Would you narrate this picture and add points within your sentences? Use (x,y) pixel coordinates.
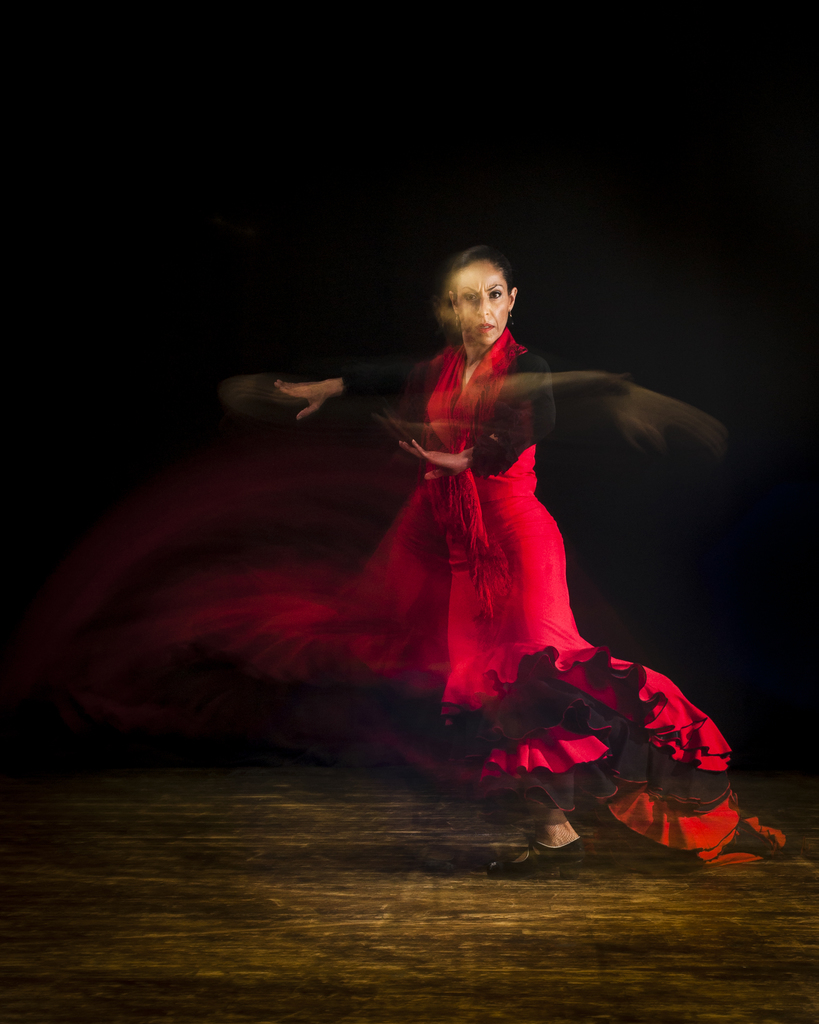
In the picture I can see a woman (521,546) wearing red and black color dress (505,540) is dancing.
